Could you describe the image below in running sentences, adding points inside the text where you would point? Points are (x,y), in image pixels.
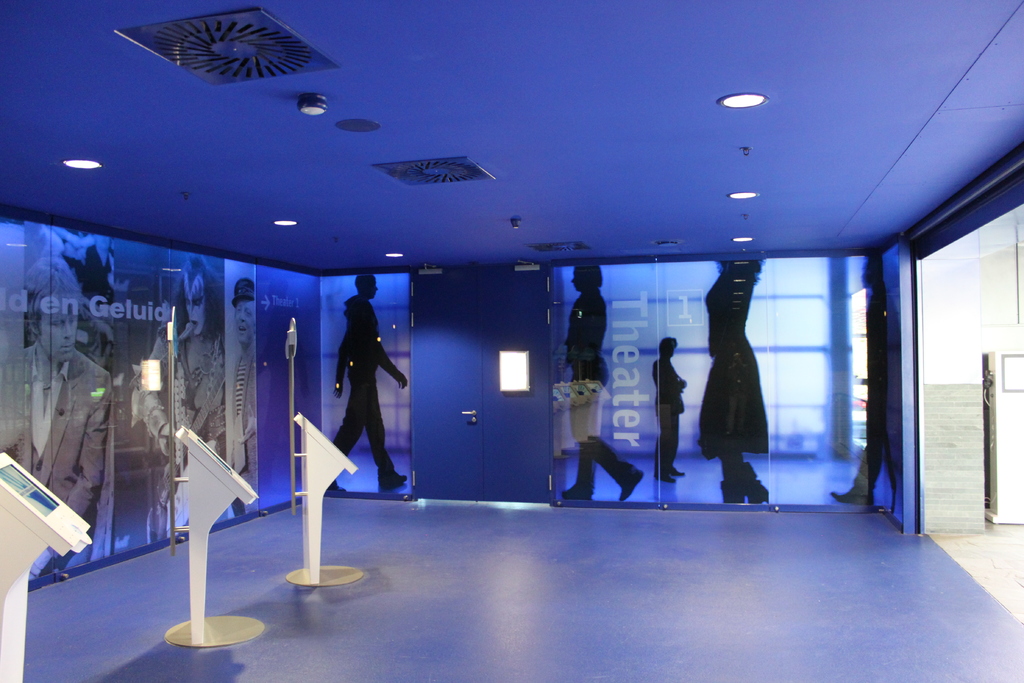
In this image I can see a door (477,389). At the top (741,193) I can see the lights (740,102) on the ceiling (751,148).
